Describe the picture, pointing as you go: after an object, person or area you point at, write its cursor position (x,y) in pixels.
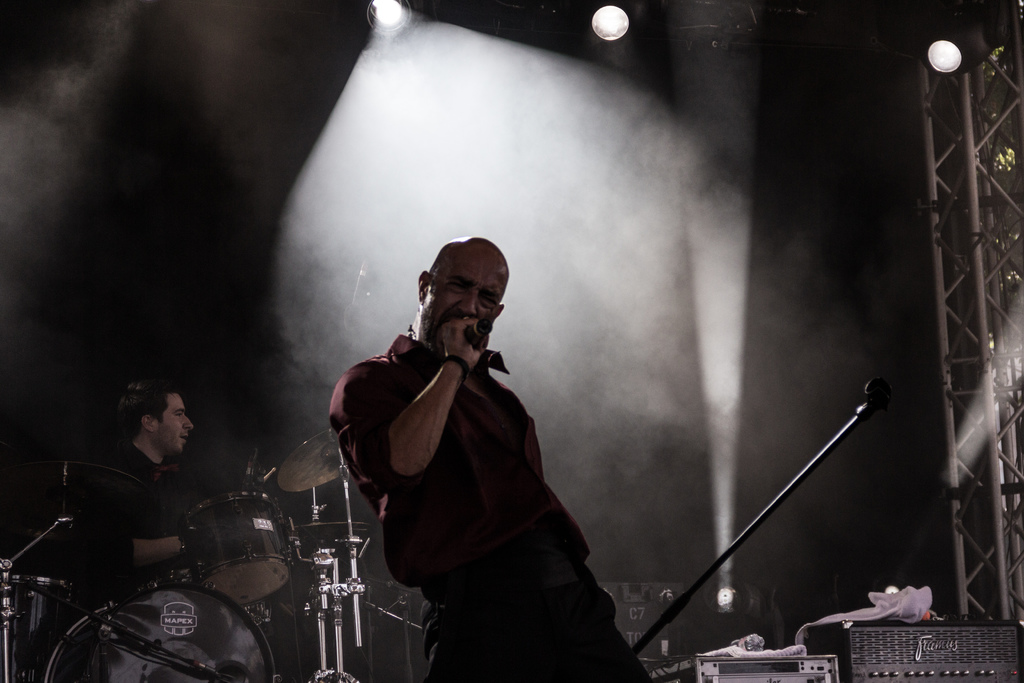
In this picture we can see a person (395,364) holding a microphone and standing. There are drums (130,655) and other musical instruments (319,551). We can see a person (159,492) sitting. There are electronic devices (997,643), lights (945,47) and other objects (1009,196).
